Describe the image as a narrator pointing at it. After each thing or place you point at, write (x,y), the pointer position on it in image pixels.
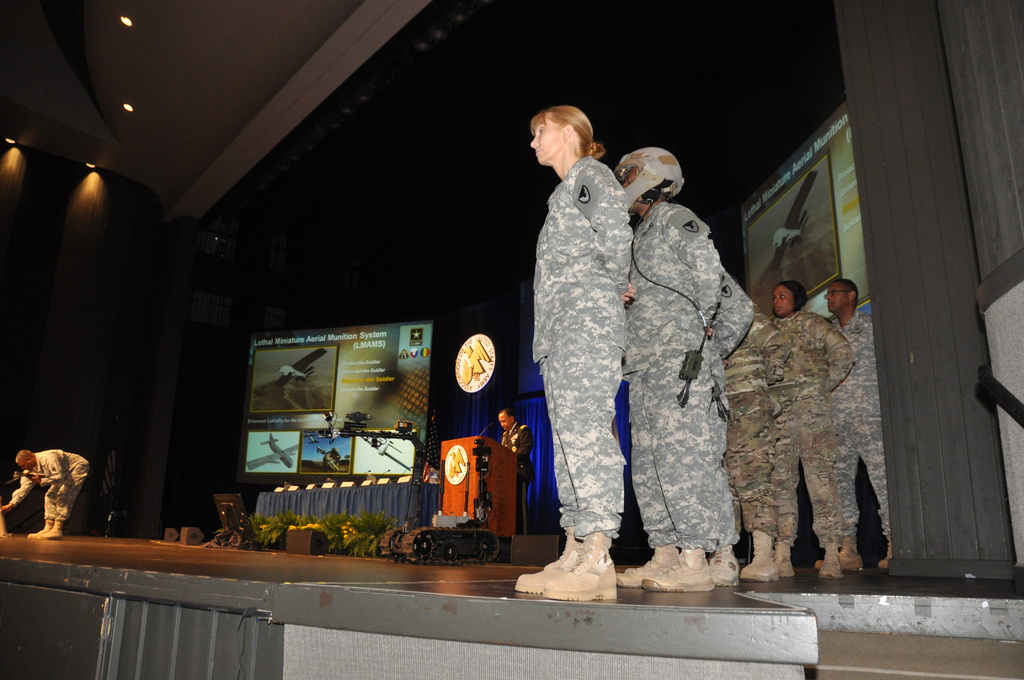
In the center of the image (588,444) we can see some persons (639,458) are standing on stage (445,572). In the middle of the image (345,366) we can see screen (390,461), tablecloth (387,490), boards (454,459), podium (474,468), mic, plants (368,545), speakers (320,533), lights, curtain (515,385), wall (501,387) are there. At the top of the image (212,74) roof (239,100), lights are there. At the bottom of the image (327,610) floor (341,582), stairs (914,643) are present.
